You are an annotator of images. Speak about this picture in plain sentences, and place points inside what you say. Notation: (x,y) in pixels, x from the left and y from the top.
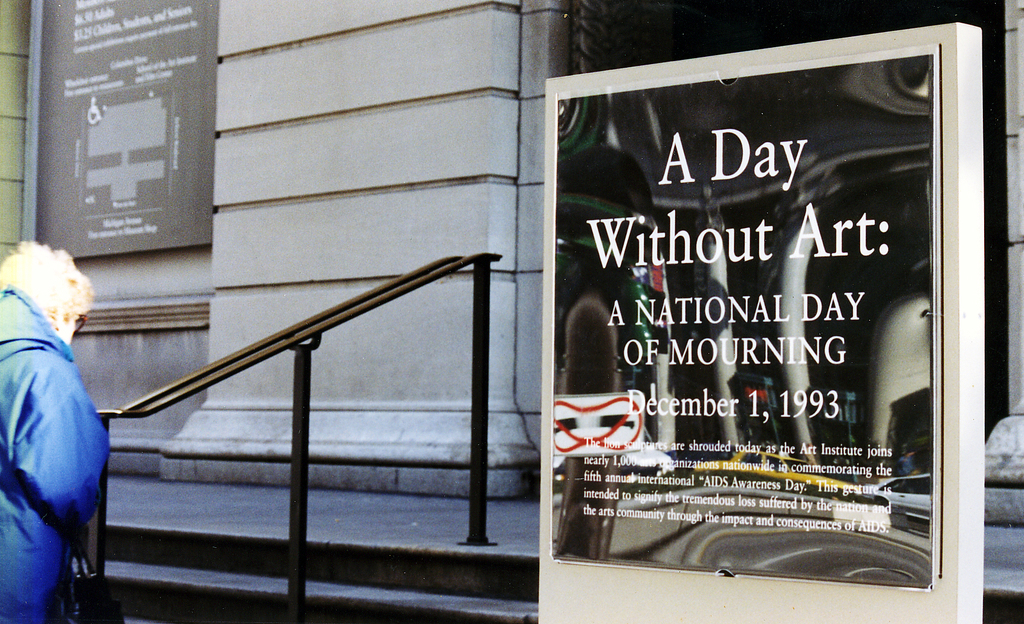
In this image we can see a board (604,340) and on the board (582,421), we can see some text (730,353). Beside the board (743,348), we can see the stairs (357,544) and railing (300,392). Behind the board (684,336), we can see a wall (361,90) of a building (327,165). On the left side (1,328), we can see a person (39,586) holding a bag (99,587) and we can see some text (135,55) on the wall (307,157).
